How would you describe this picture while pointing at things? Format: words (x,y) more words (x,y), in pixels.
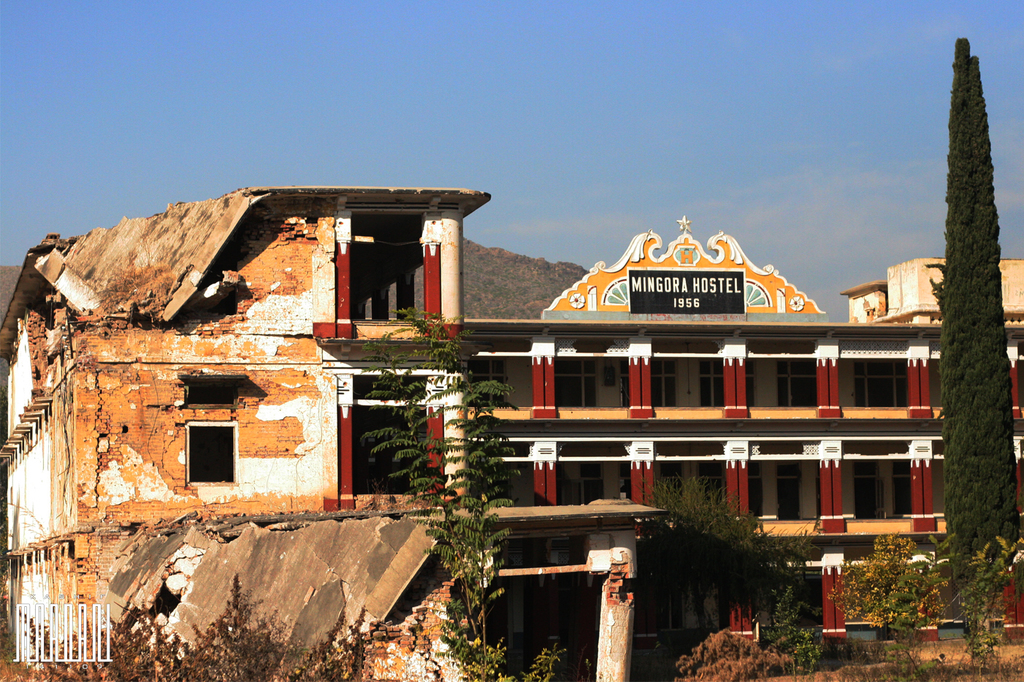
In this image we can see a building (579,633), windows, there are some trees (775,589), plants (828,658), bushes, also we can see the sky (796,250), and a board (718,281) with some text (704,279) written on it.
